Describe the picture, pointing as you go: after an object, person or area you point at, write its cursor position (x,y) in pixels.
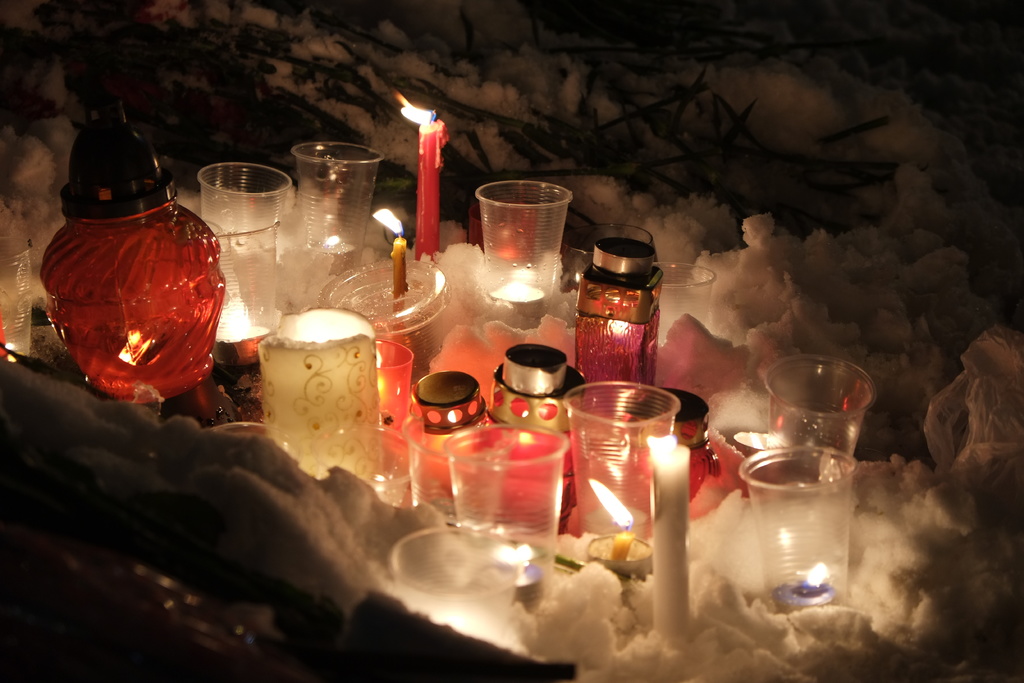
In the center of the image (497,285), we can see glasses (630,449), jars (428,388), bottles (694,496) and candles (686,479) which are lighted. At the bottom (883,518), there is snow (860,260).
